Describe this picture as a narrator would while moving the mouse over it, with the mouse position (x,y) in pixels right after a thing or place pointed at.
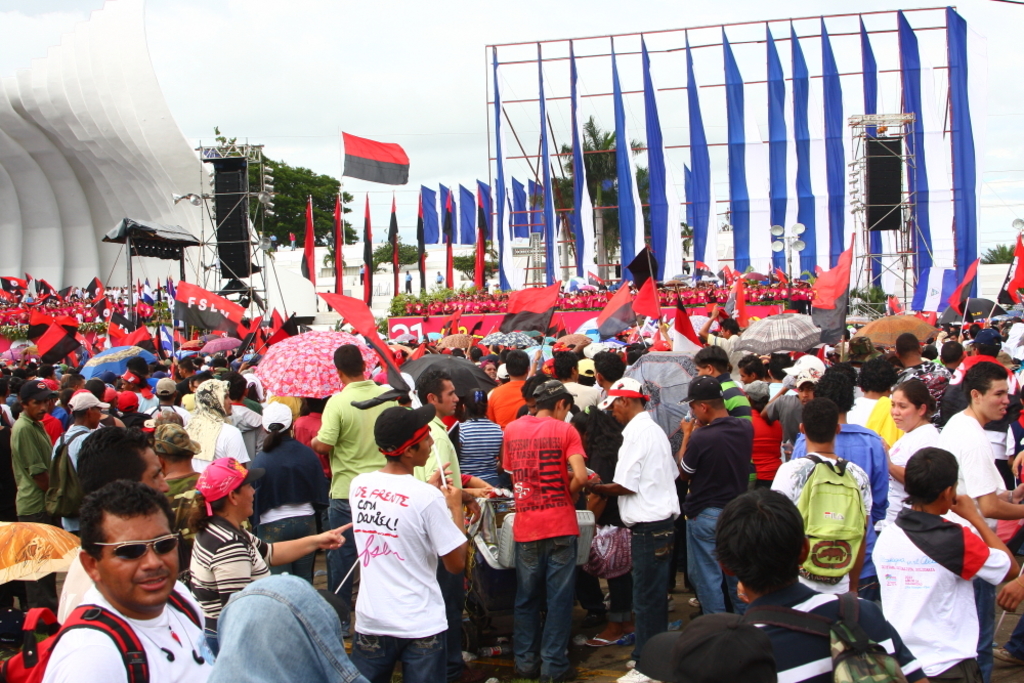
In this image I can see the group of people (559,507) standing and wearing the different color dresses (348,452). And I can see few people (394,423) are holding the flags (259,341) which are in red and black color. In the back (622,205) I can see the stage (554,257) and the sound boxes (244,209). I can also see many trees (286,207) and the sky (235,60) in the back (230,111).
